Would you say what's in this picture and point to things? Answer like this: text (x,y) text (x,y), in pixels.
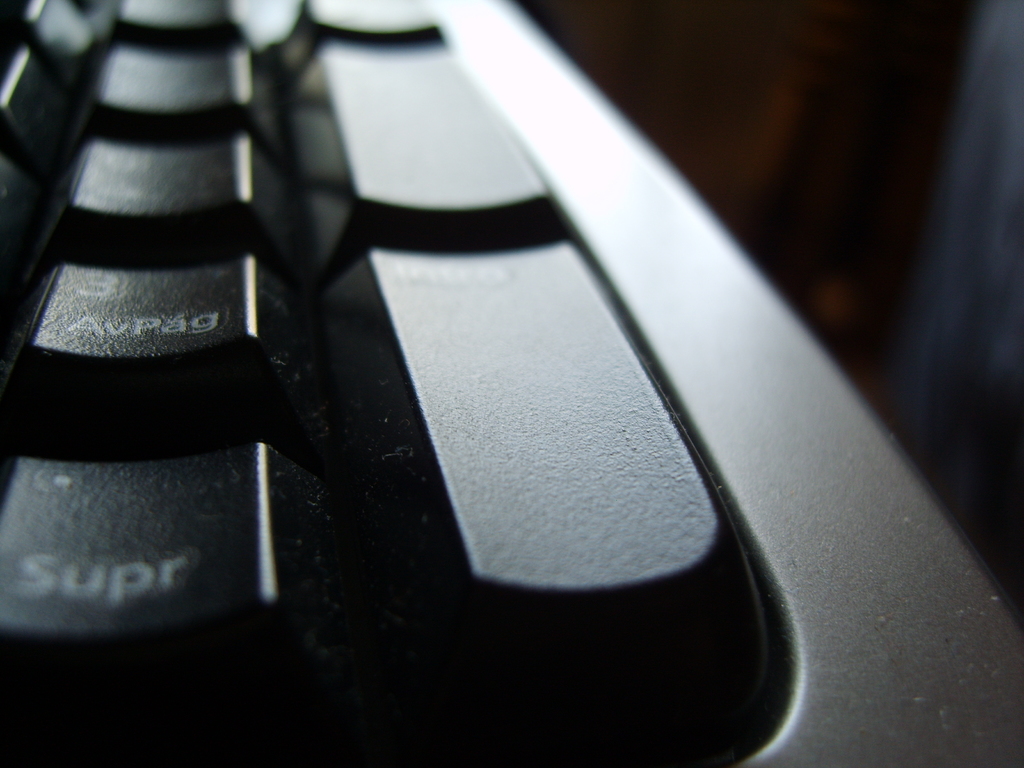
In this image, we can see a black keyboard (409,472) with keys (103,541). Right side of the image (945,356), there is a blur view.
